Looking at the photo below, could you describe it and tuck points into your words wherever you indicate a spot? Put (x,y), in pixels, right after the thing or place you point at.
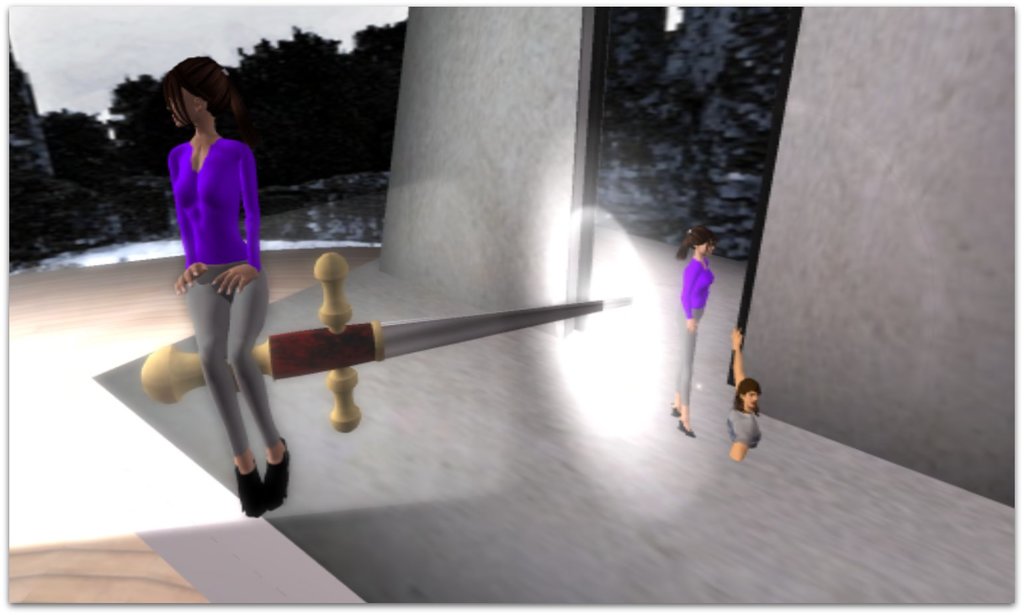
In the image we can see a graphical images (501,86).
